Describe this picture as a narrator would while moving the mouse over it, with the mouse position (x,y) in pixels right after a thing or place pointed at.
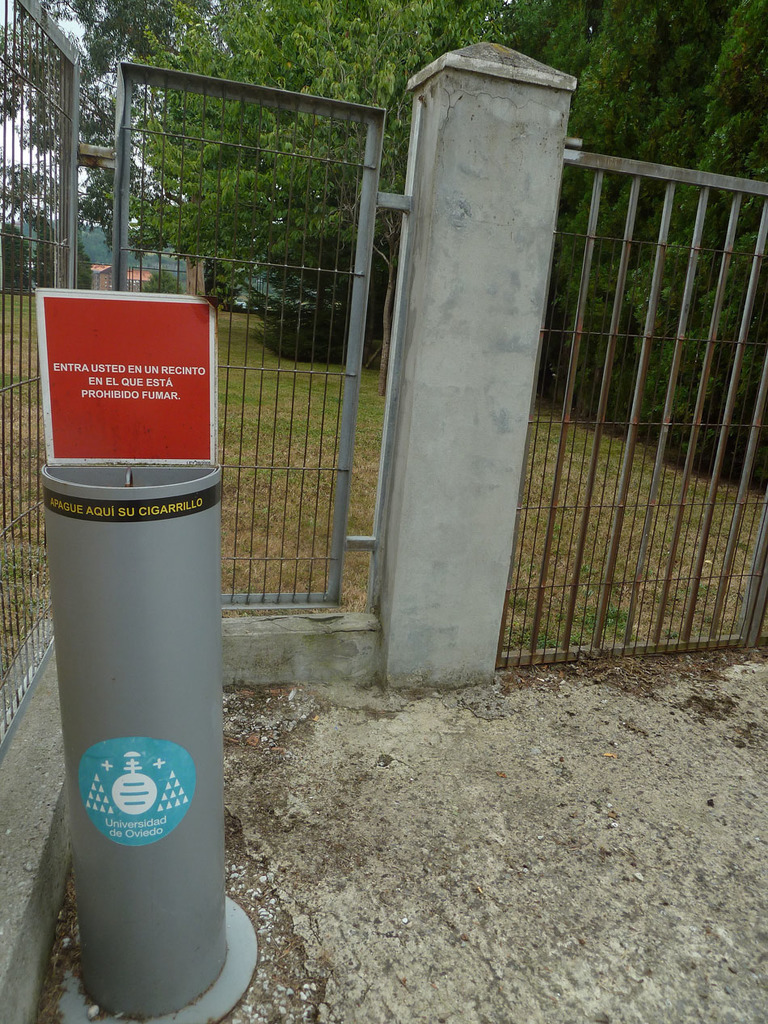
In this image we can see a board (193,457) with some text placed on a stand (231,948). In the center of the image (294,589) we can see a fence (537,421), gate (669,402), grass (611,470) and some houses (94,282). At the top of the image (381,53) we can see a group of trees (298,24) and the sky (58,21).
